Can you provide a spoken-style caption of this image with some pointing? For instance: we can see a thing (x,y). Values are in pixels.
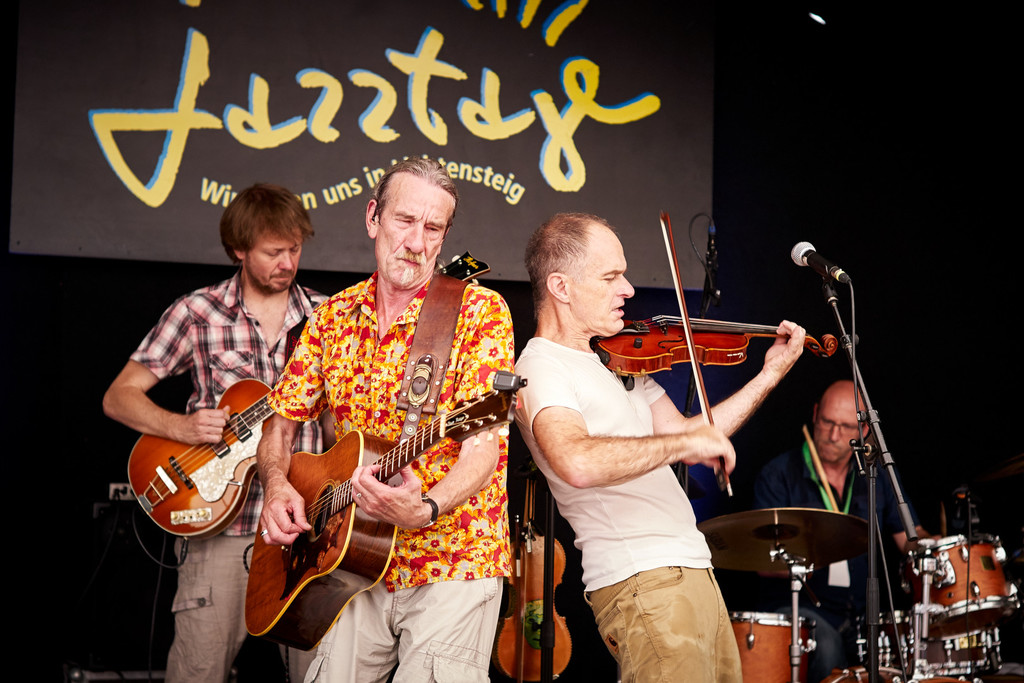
In this picture there are few men (282,367) with guitar (313,475) and violin (725,360) playing on stage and on background (842,450) there is an old man (839,462) playing drum (958,560). On to the whole background (172,167) there is a banner (117,99) with a text (518,117). The old man (381,375) in the middle (367,353) wore summer shirt (477,367).
